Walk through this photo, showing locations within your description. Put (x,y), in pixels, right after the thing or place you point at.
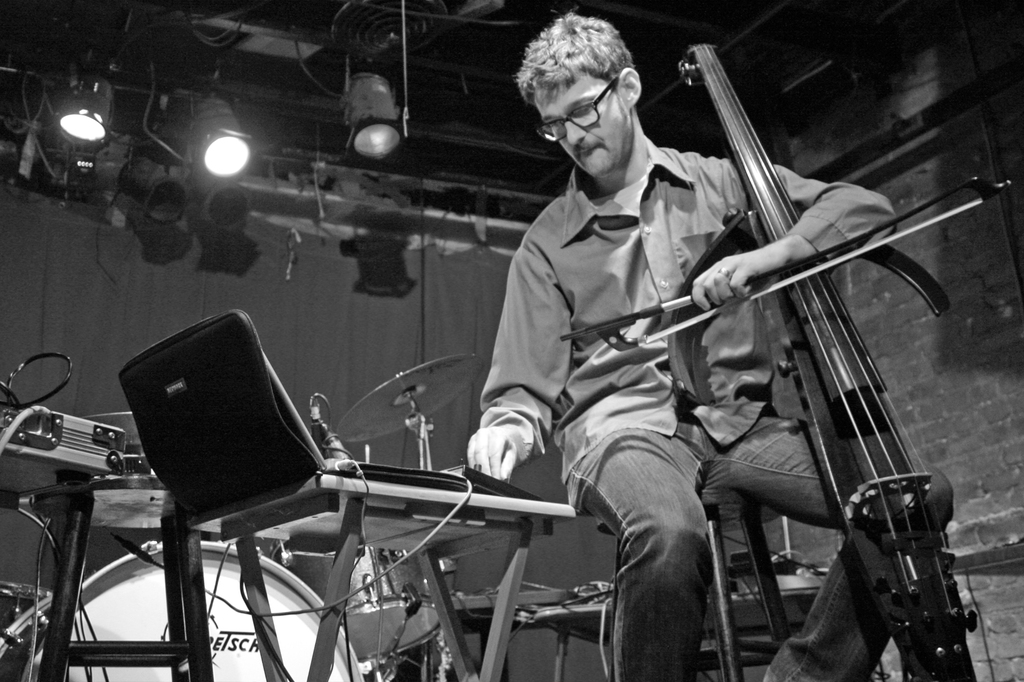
Here we can see a person (558,402) sitting on a chair (725,613) with a bow (672,326) in his hand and in front of him we can see a laptop (175,349) and he is adjusting some musical notes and there are drums (391,553) and other musical instruments (496,486) present and there are lights (357,77) at the top (378,81).
